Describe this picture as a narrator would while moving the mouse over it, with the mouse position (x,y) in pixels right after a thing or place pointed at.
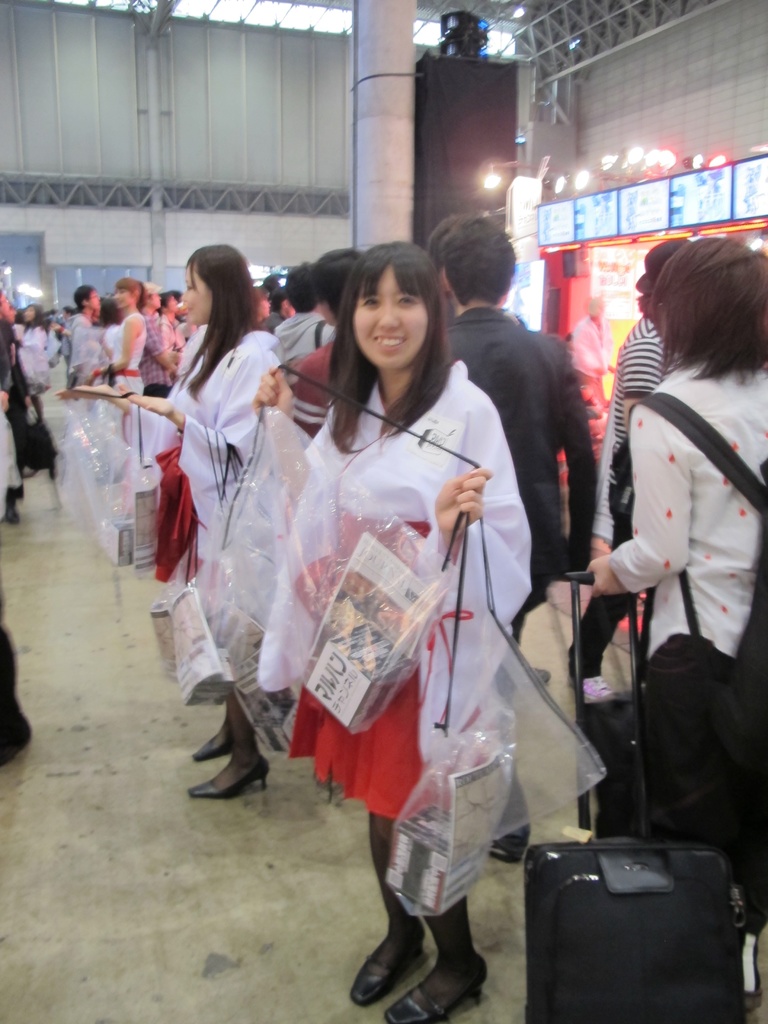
In this picture we can see a group of people (10,393) standing on the floor (148,791), suitcase (721,955), bags (685,749), plastic covers (242,486) with boxes (394,601) in it, screens (547,220), lights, pillar (377,24) and in the background (293,65) we can see the wall (325,124).
